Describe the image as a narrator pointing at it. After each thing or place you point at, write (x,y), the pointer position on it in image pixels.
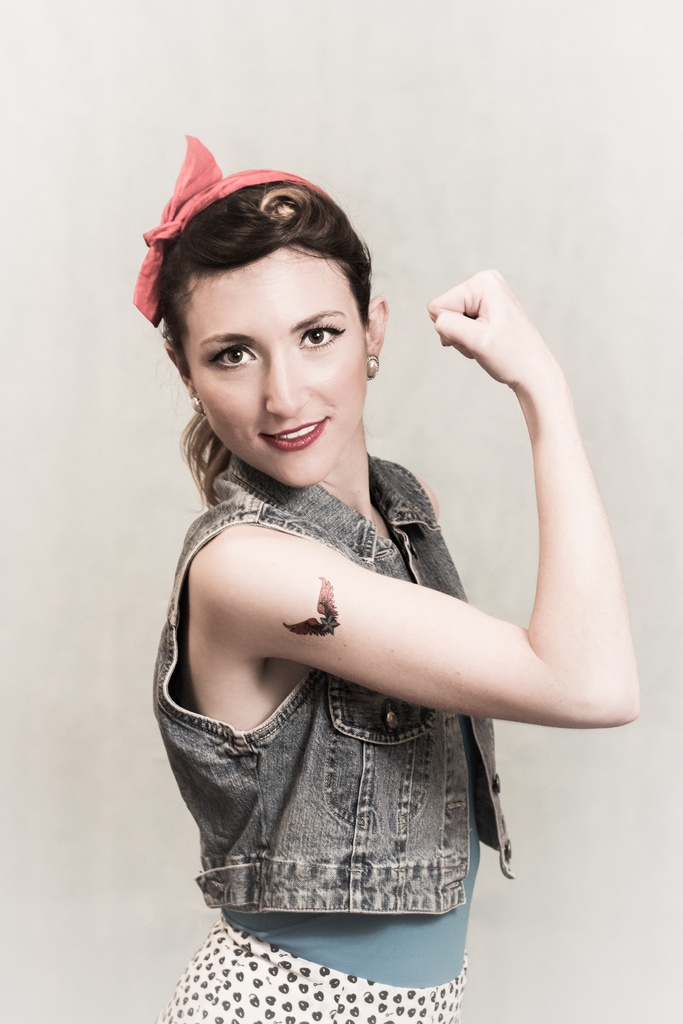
In this image we can see a woman (216,1018) and she is smiling. We can see a tattoo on her hand (509,669). There is a white background (575,117).
